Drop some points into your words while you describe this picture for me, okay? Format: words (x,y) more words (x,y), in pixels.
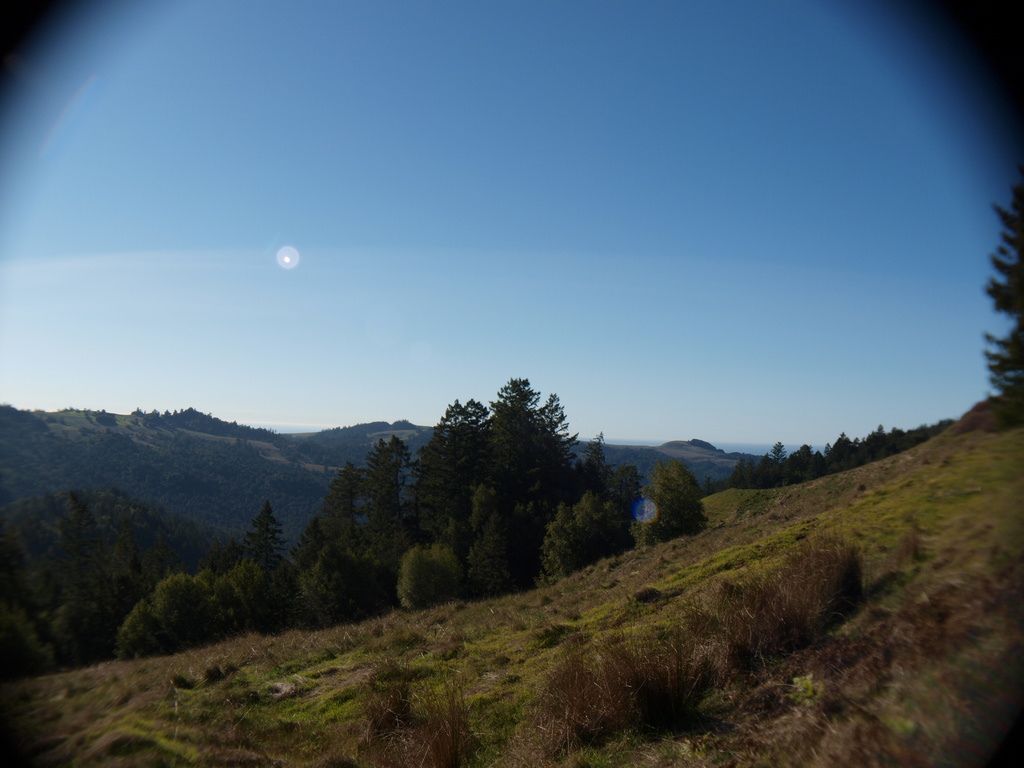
In this image, we can see some trees (568,479) and plants (601,684). There are hills (472,619) at the bottom of the image (477,622). There is a sky (307,305) at the top of the image (463,44).
